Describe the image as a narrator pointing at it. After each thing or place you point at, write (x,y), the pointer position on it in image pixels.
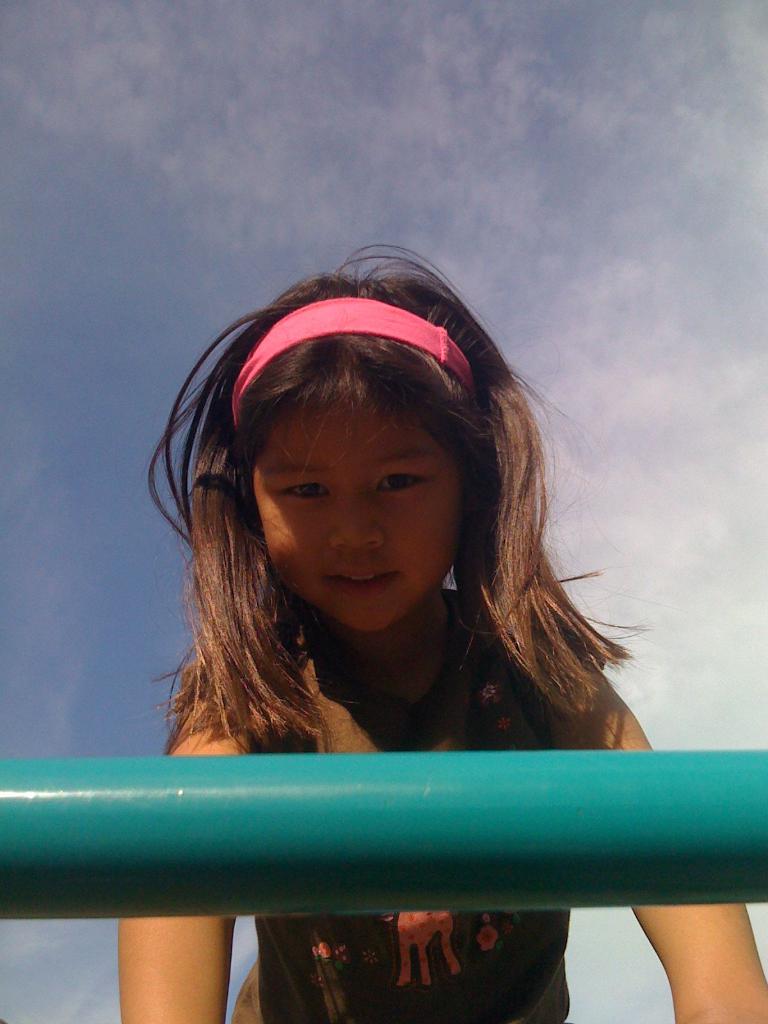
In this image there is a girl (405,608), there is a bar (259,823), there is a sky (589,177) with clouds (697,244).
